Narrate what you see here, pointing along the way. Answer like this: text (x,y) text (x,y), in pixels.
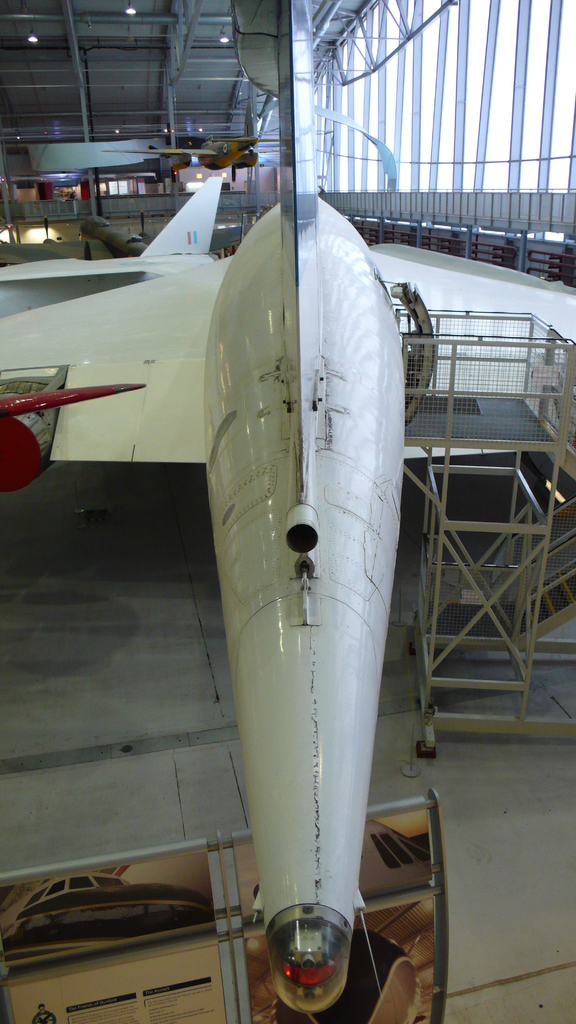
In the center of the image (354,507) we can see the aircraft (299,303). At the bottom (187,760) we can see the floor (474,775). In the background (441,176) we can see the windows (453,80). We can also see the roof (163,111) with the lights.
